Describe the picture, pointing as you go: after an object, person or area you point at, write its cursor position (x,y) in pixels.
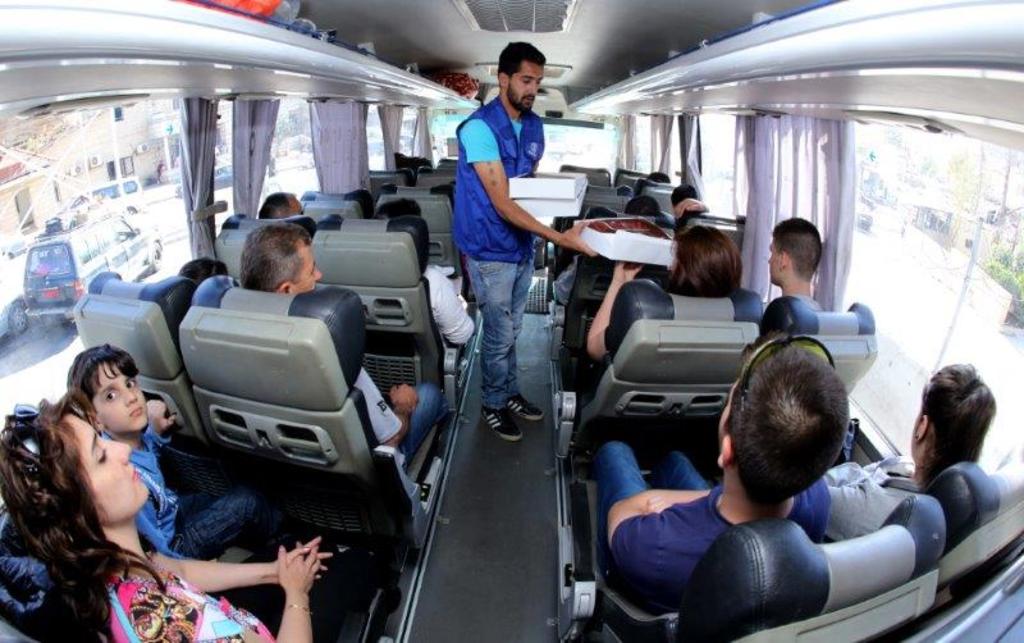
This is the inner view of a bus (463,26). In the middle of the bus (443,222) there is a man (512,425) standing and giving a cardboard carton (648,246) to a person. In the bus (550,343) there are persons (686,492) sitting on the seats (665,424) in a row. In the background (174,220) we can see motor vehicles (110,227), buildings (47,159), windows (95,223), poles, trees (1023,255) and road (170,231).
